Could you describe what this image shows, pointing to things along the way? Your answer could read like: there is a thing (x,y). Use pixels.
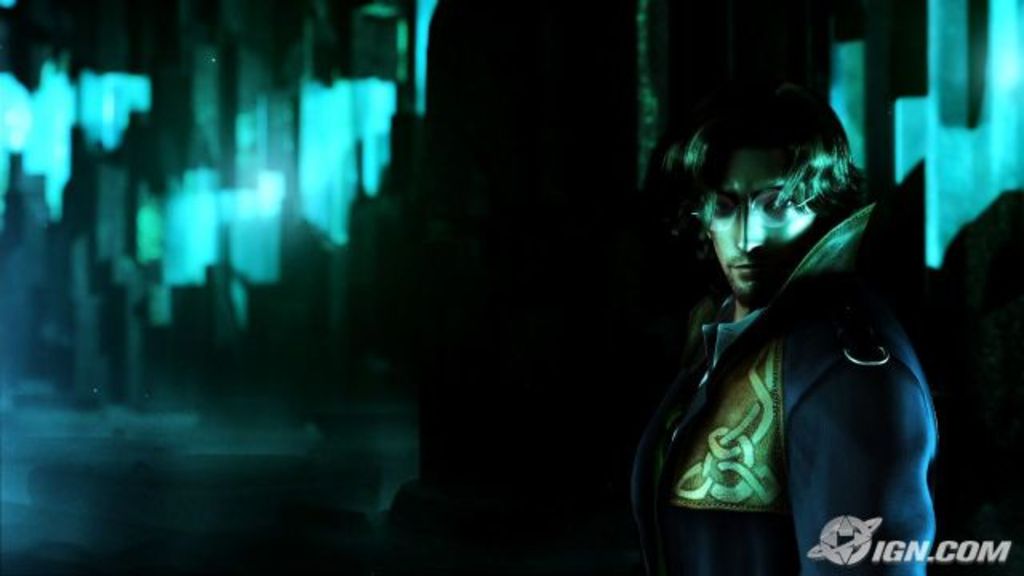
This picture is blurry and dark, in this picture there is a man (741,270) wore glasses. In the bottom right side of the image (835,517) we can see text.
